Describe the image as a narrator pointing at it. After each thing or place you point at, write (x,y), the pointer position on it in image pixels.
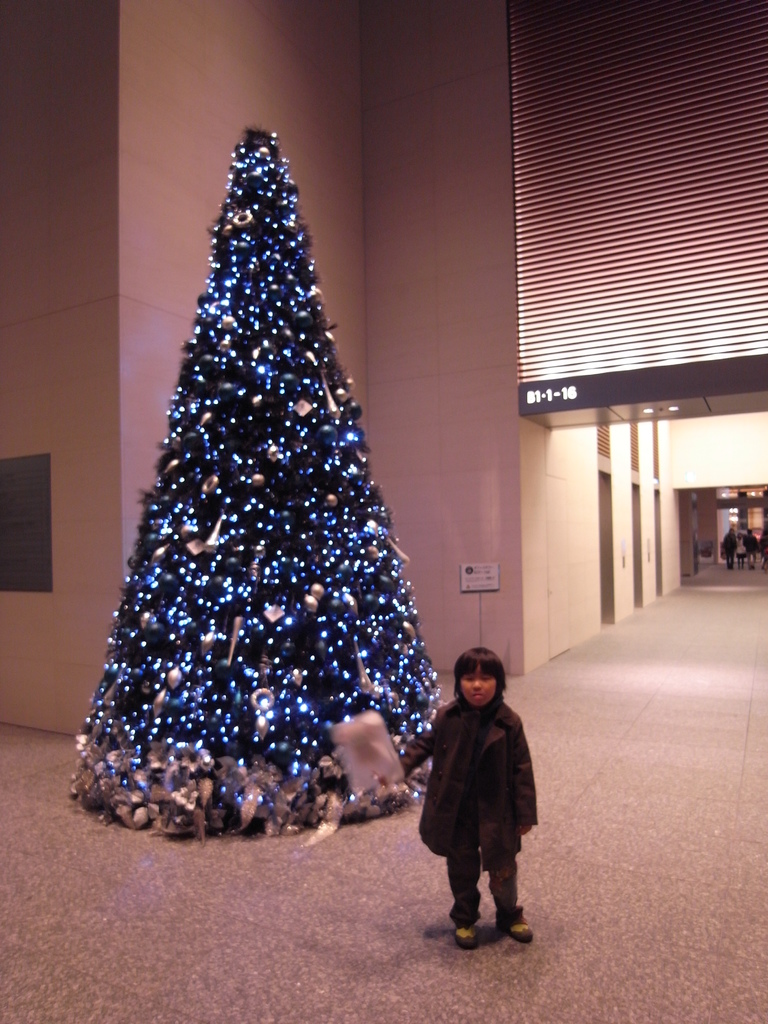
In the image in the center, we can see one kid (519,758) standing and holding paper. In the background (417,410) there is a wall (422,228), signboard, board (26,470), Christmas tree (410,782), few people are standing and few other objects (733,519).
